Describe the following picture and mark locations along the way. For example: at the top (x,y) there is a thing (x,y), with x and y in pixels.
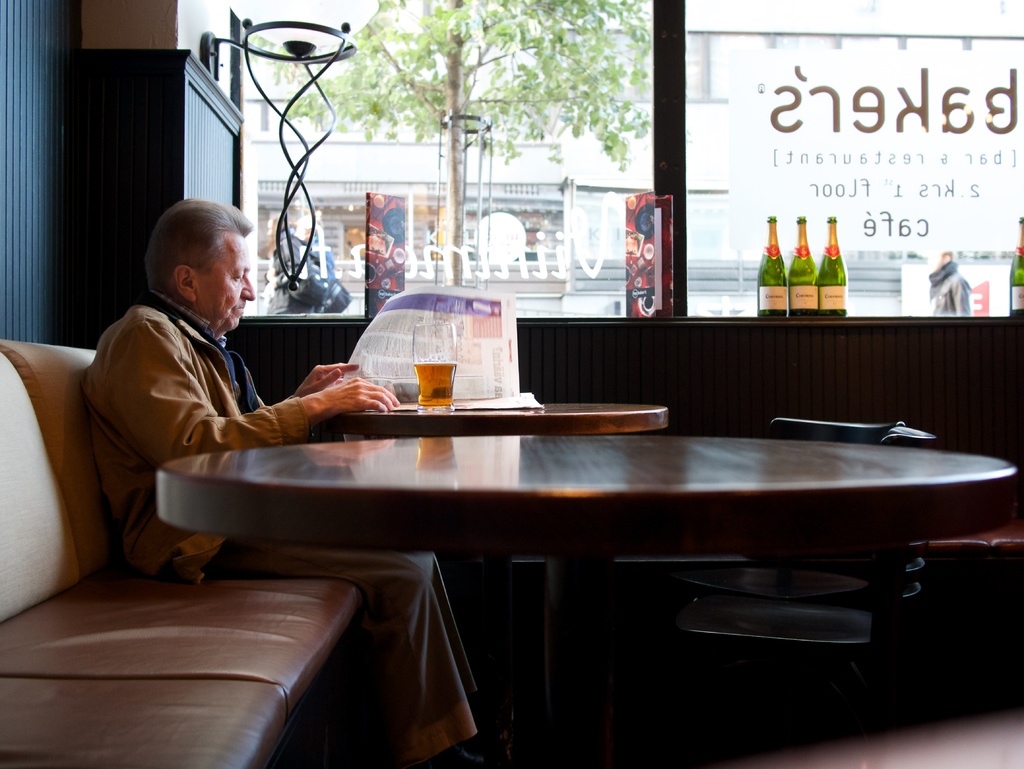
In this picture we can see a man (126,316) is seated on the sofa (308,581), and he is reading news paper (404,371) in front of him we see a glass (436,349) on the table (463,420), and also we can see couple of bottles (785,280), trees (542,91), buildings (385,163) in this image.
